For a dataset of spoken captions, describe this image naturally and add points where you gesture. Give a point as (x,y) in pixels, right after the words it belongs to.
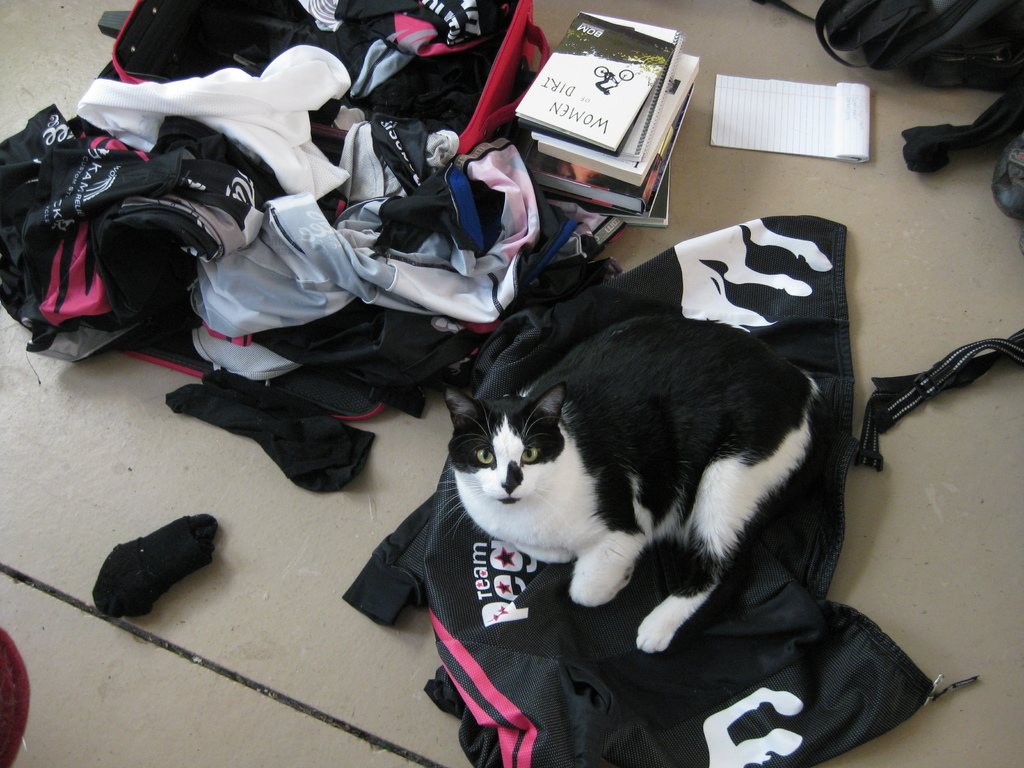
In this image, I can see a cat (566,534) sitting on a bag (617,649). I can see the clothes (409,247), bags (884,58), books (661,209) and few other things (719,87) on the floor (878,525).
